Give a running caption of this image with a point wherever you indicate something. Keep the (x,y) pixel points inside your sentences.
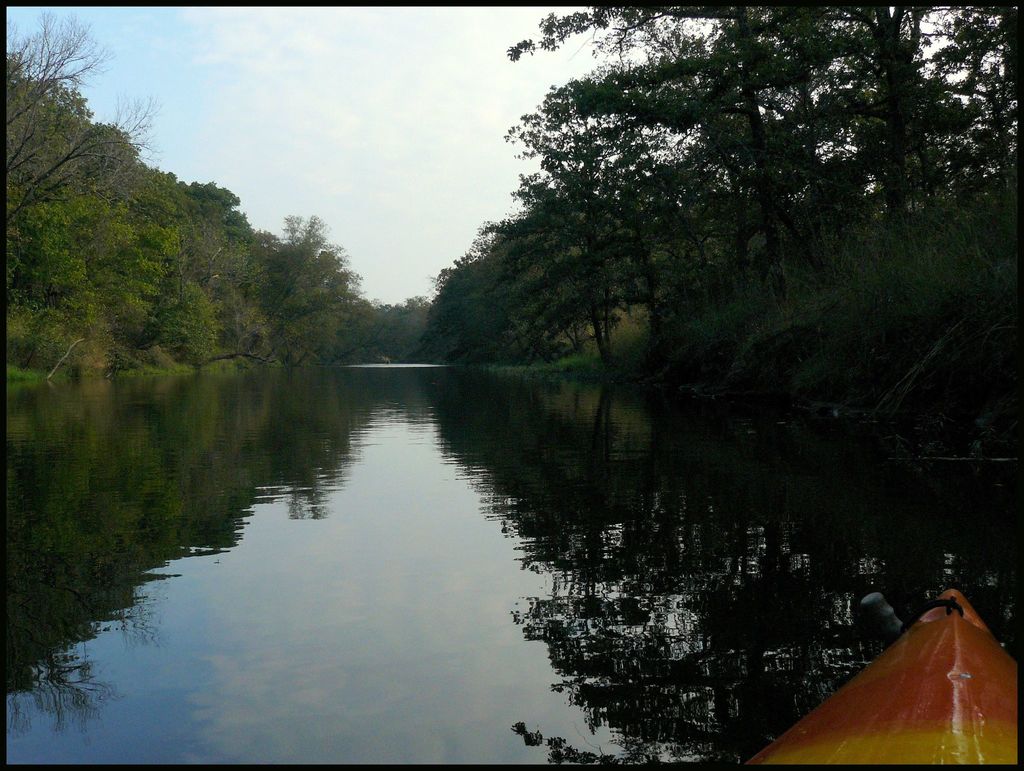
In the background (149,44) we can see the sky (149,44). In this picture we can see the trees (9,181) and water (655,450). In the bottom right corner of the picture (793,755) we can see an object (911,681).
